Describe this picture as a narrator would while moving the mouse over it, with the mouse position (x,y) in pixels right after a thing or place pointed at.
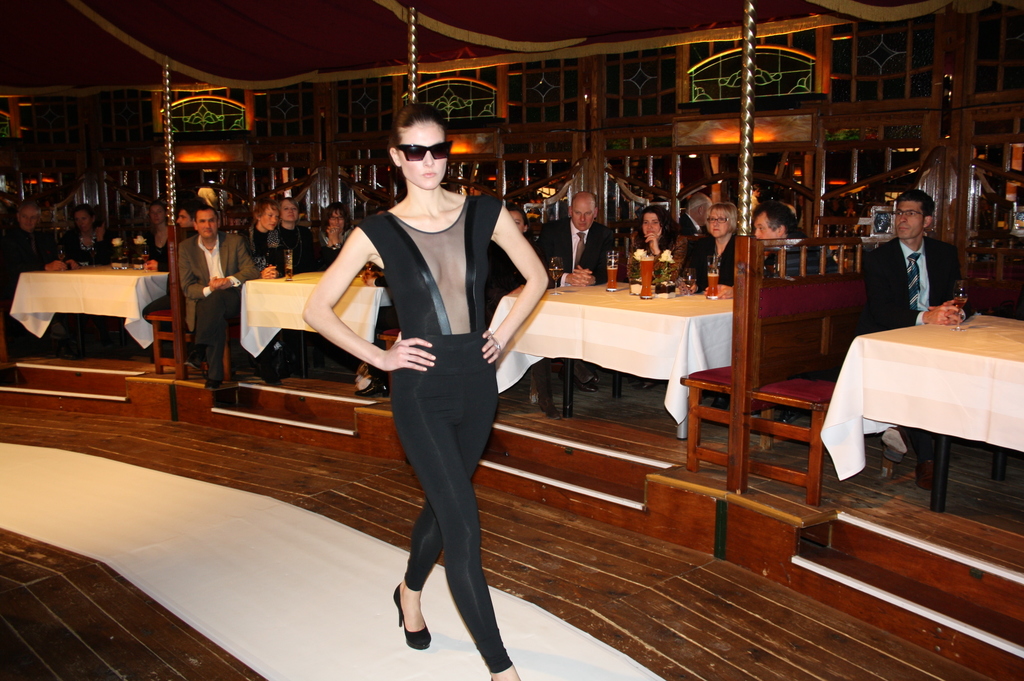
In this Image I see this woman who is wearing a black dress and she is walking on this path (483,679). In the background (906,398) I see number of people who are sitting on chairs (817,504) and there are tables (101,271) in front of them and there are few things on it.
